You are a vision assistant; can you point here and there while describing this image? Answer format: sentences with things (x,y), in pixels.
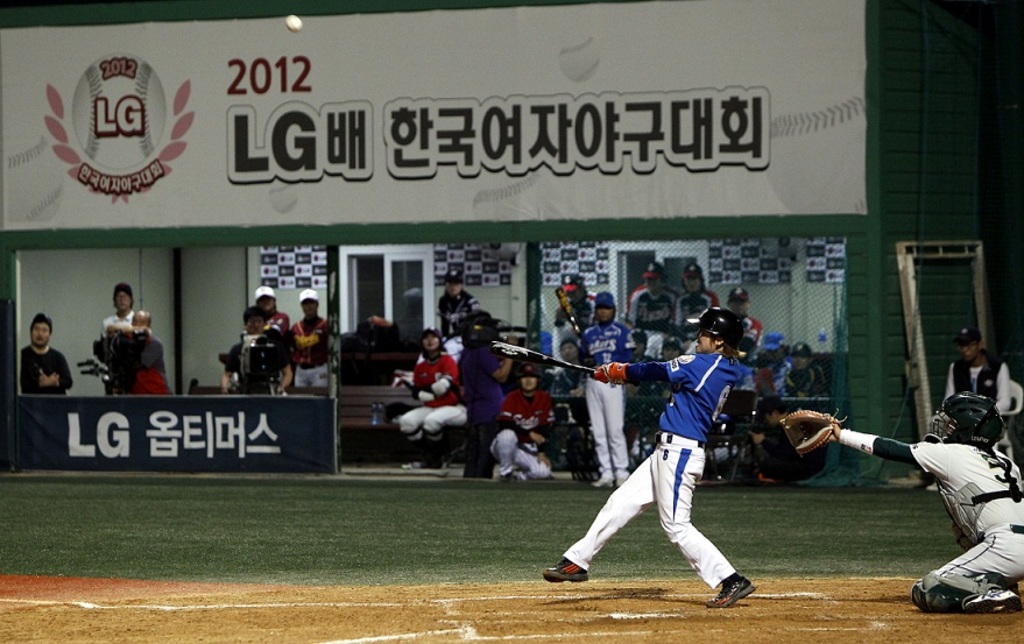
In this image we can see two people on the ground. In that a woman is holding a baseball bat (593,371) and the other is wearing a glove (814,412). On the backside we can see two people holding the cameras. We can also see a group of people (551,351) sitting, a building (386,300) with a signboard (560,186) and the windows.
